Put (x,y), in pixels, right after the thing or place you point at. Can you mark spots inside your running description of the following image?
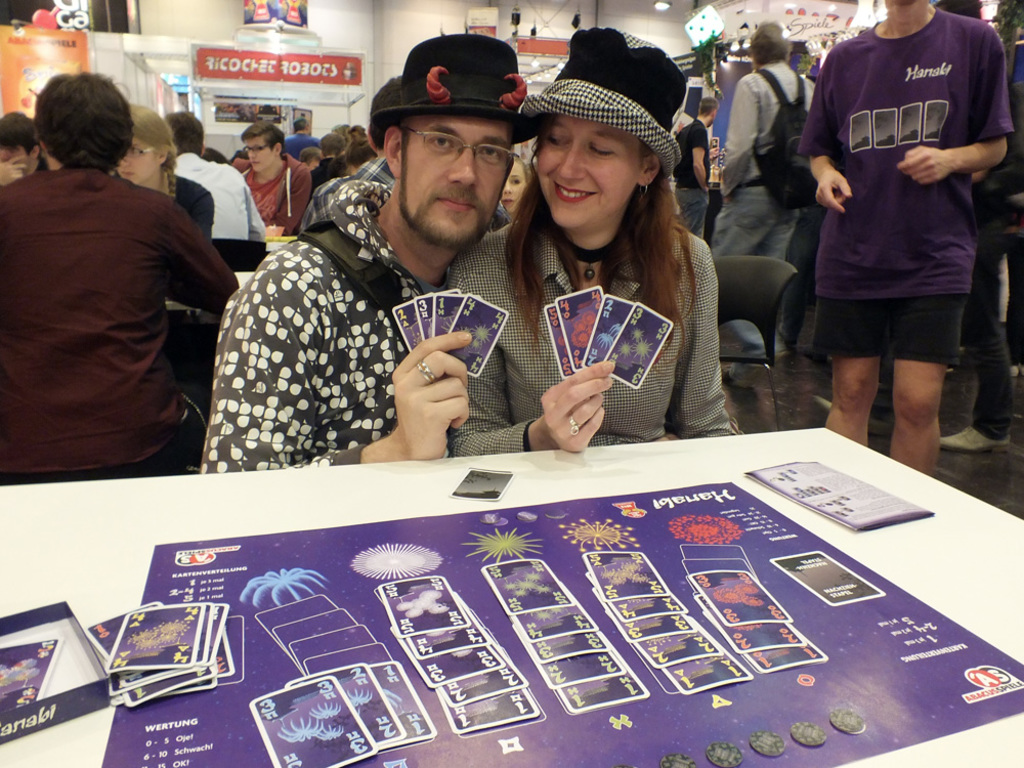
In this picture we can see there are groups of people (487,177). There are two persons (463,283) holding the playing cards (412,335). In front of the people (414,354) there is a table (386,484) and on the table (432,501) there are coins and playing cards (469,624). Behind the people (563,95) there are boards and lights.
